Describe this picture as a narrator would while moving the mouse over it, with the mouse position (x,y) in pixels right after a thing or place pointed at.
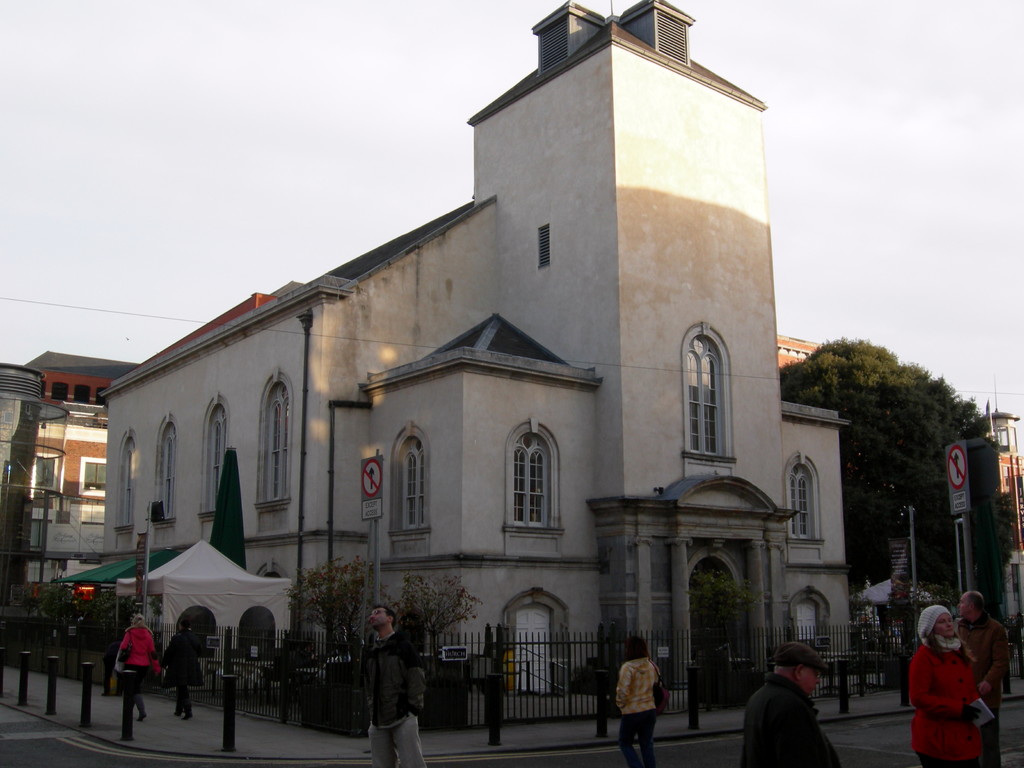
In this image there are some persons (648,740) are standing in the bottom of this image (654,705) and there are some buildings (412,510) in the background (494,492). There is a tree (894,455) on the right side of this image (865,497) and there is a sky (355,111) on the top of this image (333,121).
